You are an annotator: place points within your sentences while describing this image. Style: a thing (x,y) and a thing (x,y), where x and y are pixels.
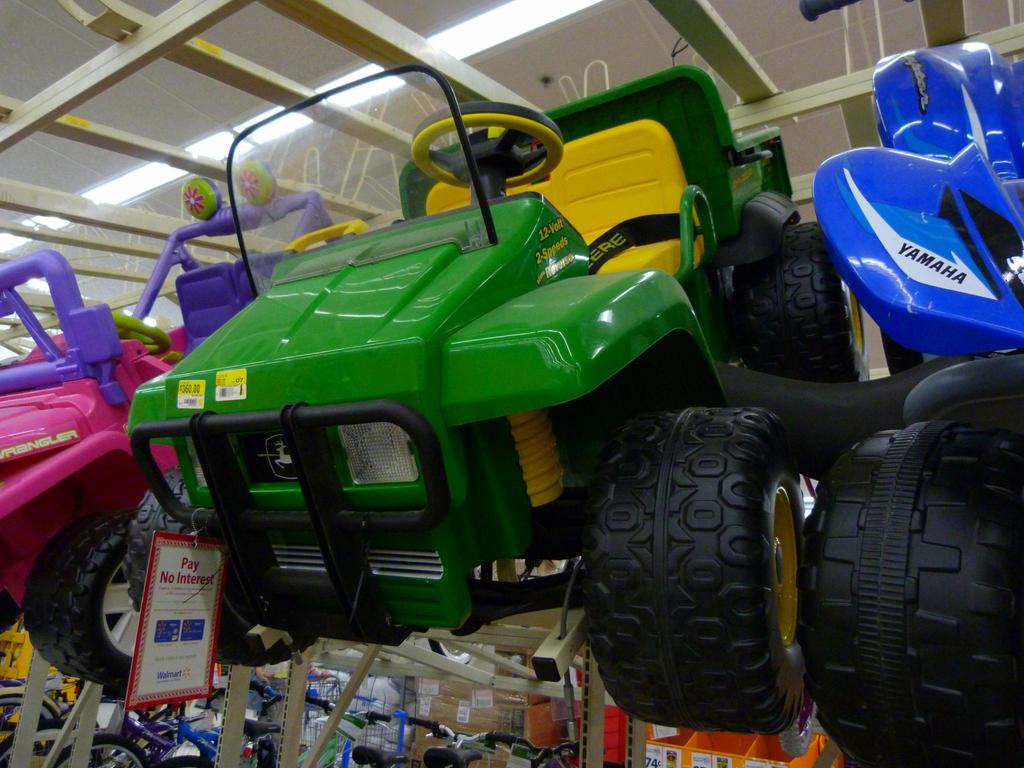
In this image we can see toys (162,345) with the card (176,666) are placed on the stands (566,637). In the background (781,754) we can see a group of bicycles (143,764), boxes (495,728) and some containers (733,747). In the background (669,23), we can see metal poles (124,218) and some lights (513,31).
